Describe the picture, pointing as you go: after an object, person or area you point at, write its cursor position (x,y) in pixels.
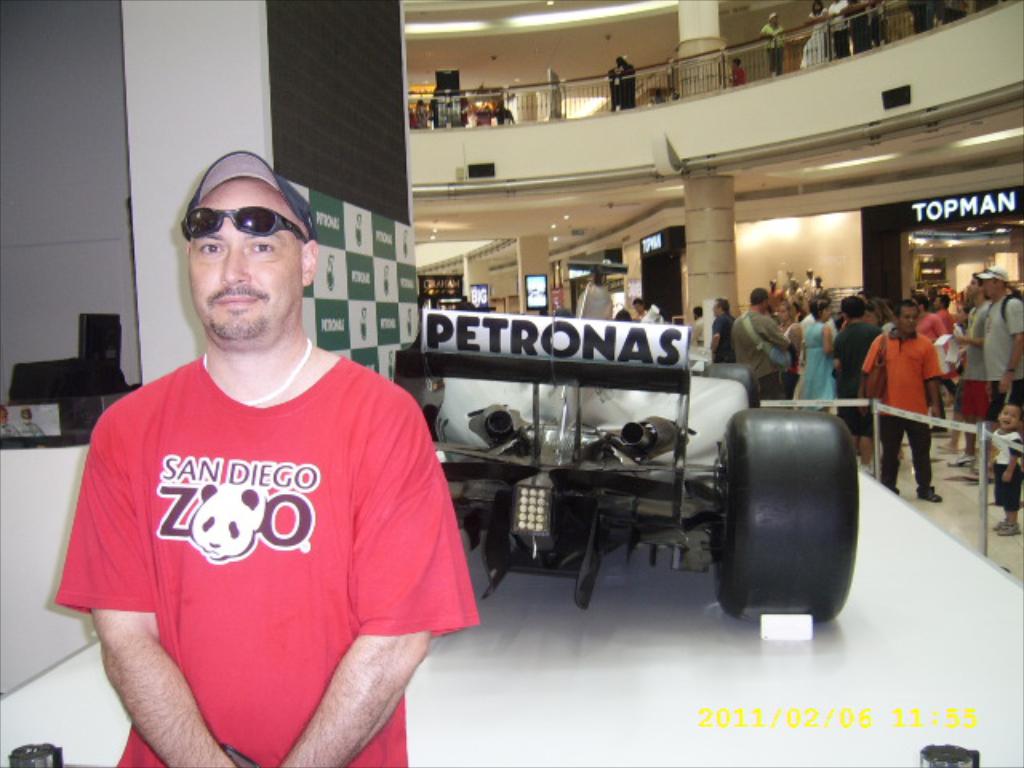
On the left side of the image (301,628) we can see a man (275,417) standing and smiling. He is wearing a red shirt (225,470). In the center (616,482) there is a vehicle (627,498). In the background (1012,350) there are people (882,334) and we can see stores (486,291), screens (529,285) and there are lights (561,15).
